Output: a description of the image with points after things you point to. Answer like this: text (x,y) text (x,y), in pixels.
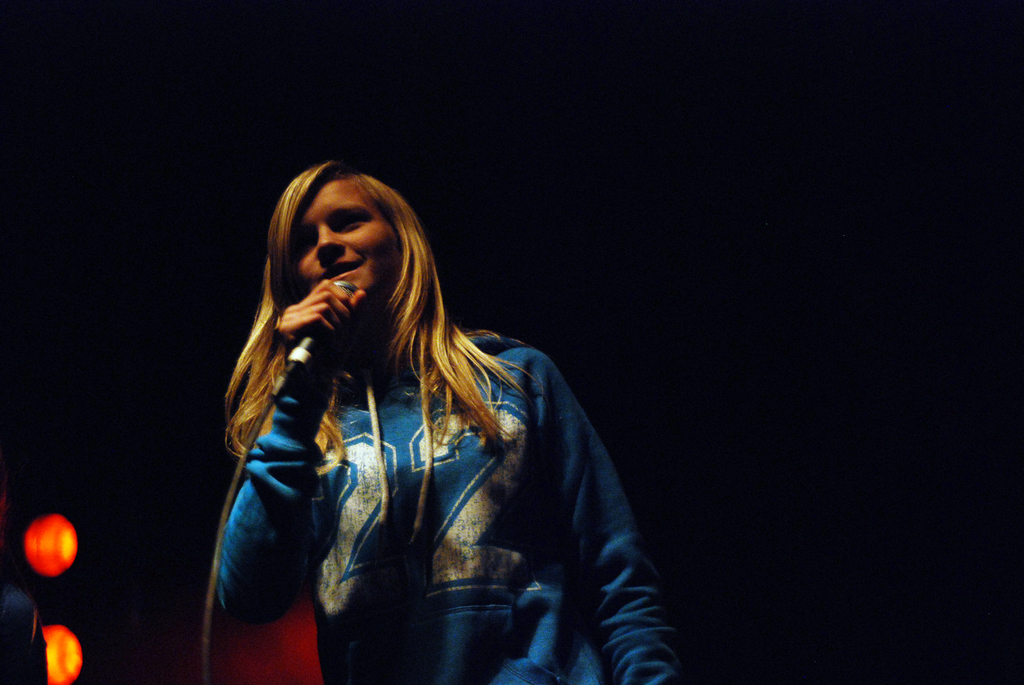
In the image there is a woman (355,358) who is holding a microphone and opened her mouth (338,275) for singing.
